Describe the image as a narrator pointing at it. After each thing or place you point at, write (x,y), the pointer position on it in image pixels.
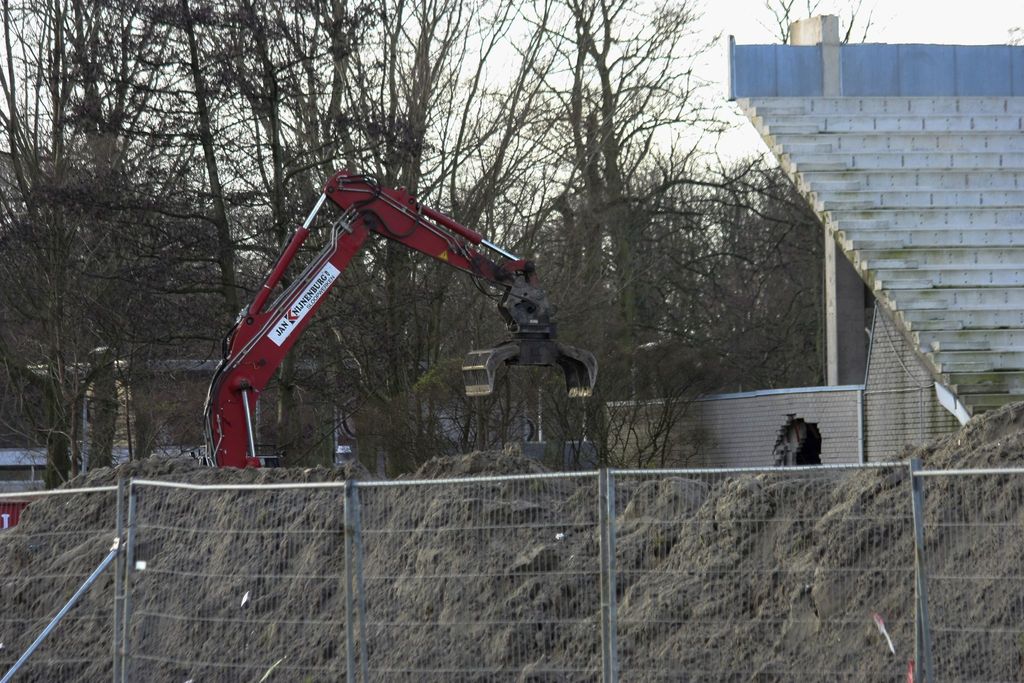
In this image, there is a fencing (638,637), at the left side (231,418) there is a crane (273,351), at the right side (811,141) there are some stairs (953,319), at the background (497,185) there are some trees (519,160) and at the top (703,143) there is a sky (632,36).
